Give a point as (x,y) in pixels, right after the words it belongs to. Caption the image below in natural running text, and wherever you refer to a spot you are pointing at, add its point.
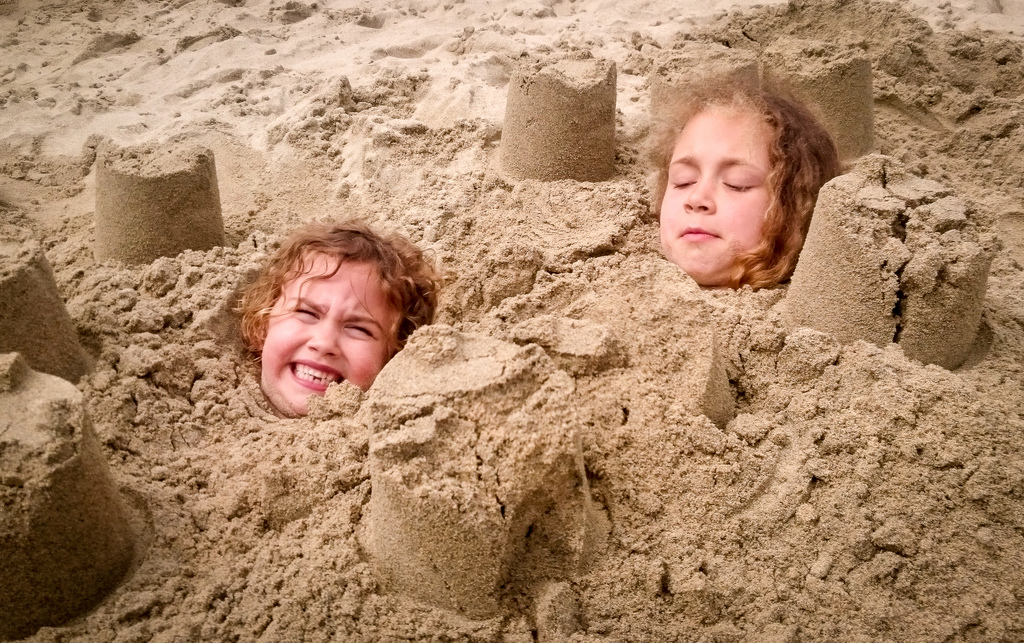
In this image we can see two persons (369,272) submerged in the sand (347,144).
